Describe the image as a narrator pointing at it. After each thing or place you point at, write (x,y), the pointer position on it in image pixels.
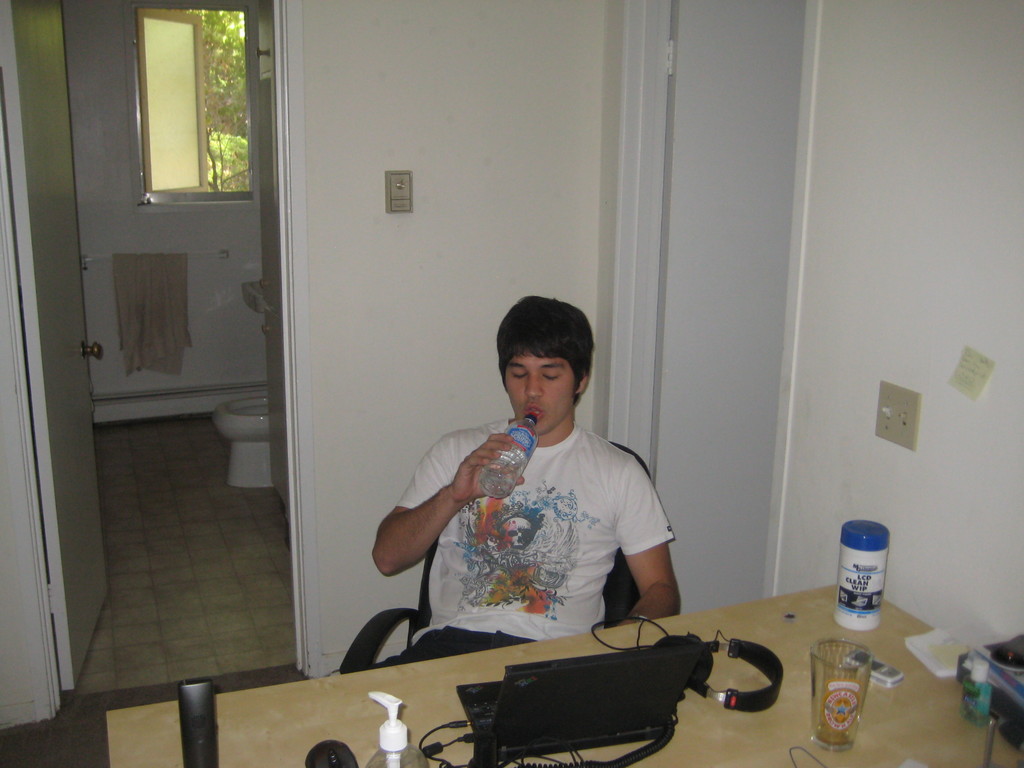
A man (543,378) is drinking and sitting in chair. He has laptop (544,685) and some other accessories (713,700) on a table (341,727). He has two doors (715,417) on either side of him.
